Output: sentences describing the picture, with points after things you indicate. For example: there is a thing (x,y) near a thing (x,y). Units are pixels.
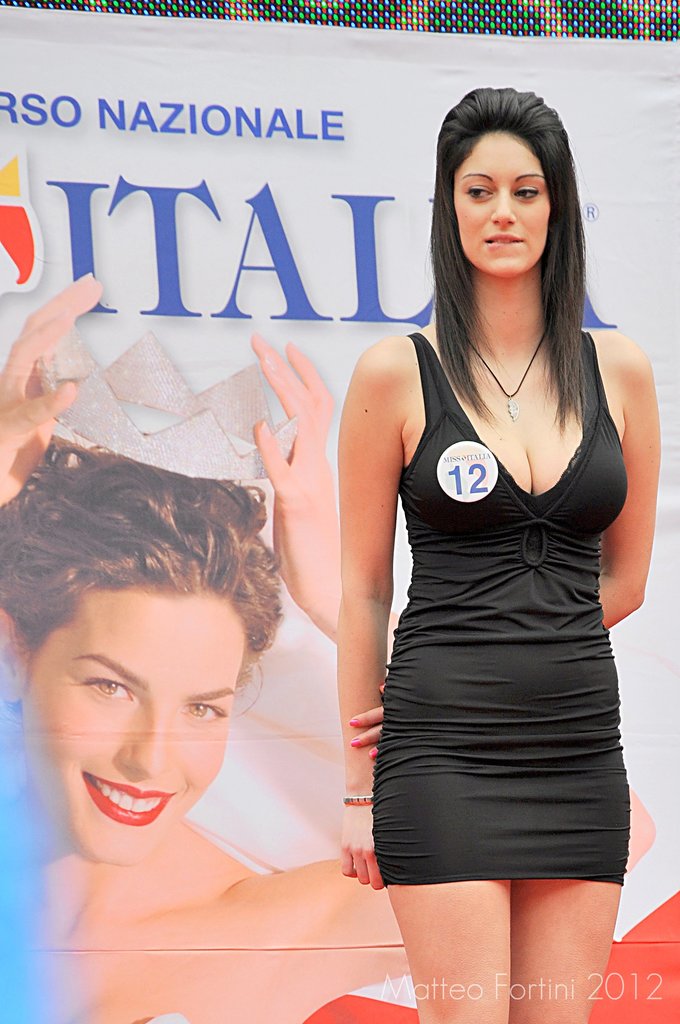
In this image I can see a woman (479,461) wearing black color dress (479,510) is standing. I can see a huge banner (330,478) behind her on which I can see another woman (156,844) holding a crown (162,462).
